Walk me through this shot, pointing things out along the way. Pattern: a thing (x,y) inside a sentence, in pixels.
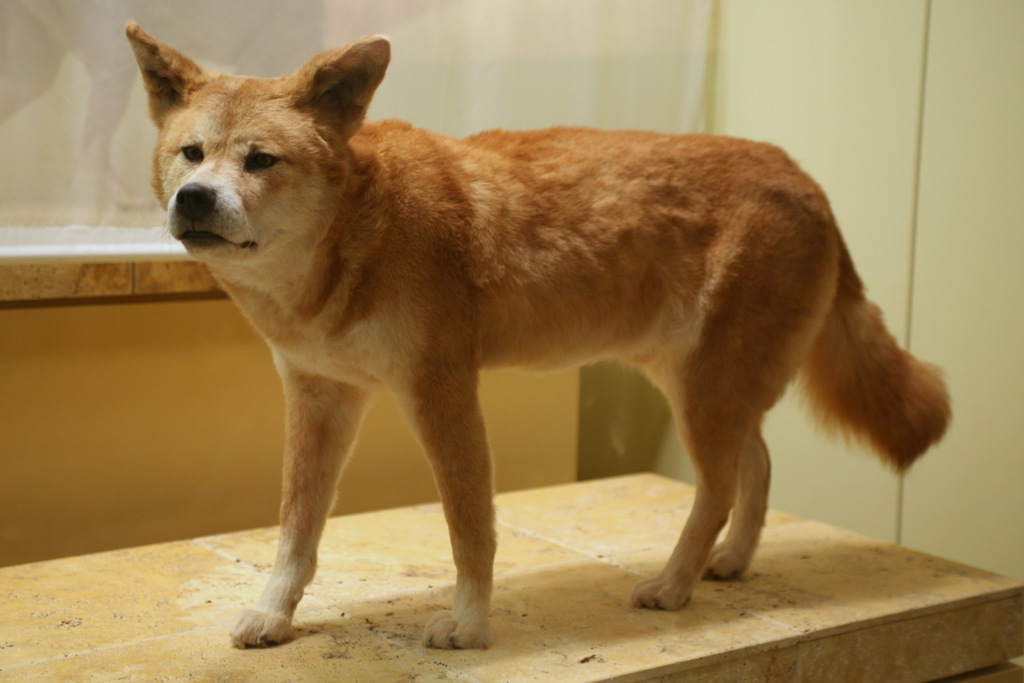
This is a dog (639,291) standing. In the background (46,204), I think this is a glass door (139,126). On the right side of the image (882,152), that looks like a wall (890,158).
